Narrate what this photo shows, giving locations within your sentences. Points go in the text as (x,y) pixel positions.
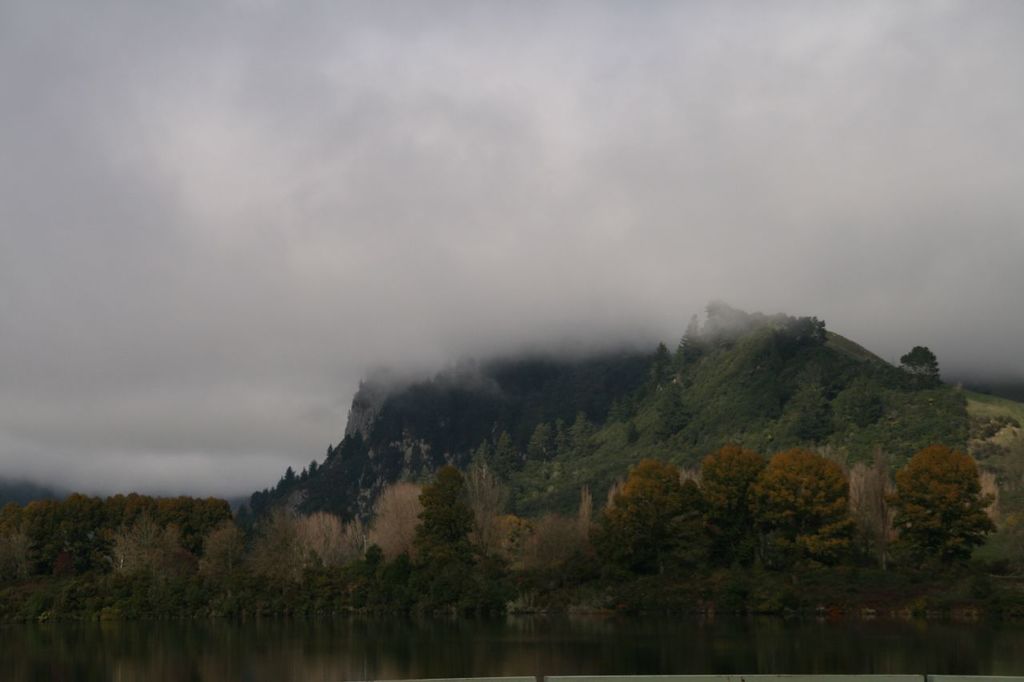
In this image there are water (61,631), trees (553,520), mountains (498,381) and the sky (346,192).
